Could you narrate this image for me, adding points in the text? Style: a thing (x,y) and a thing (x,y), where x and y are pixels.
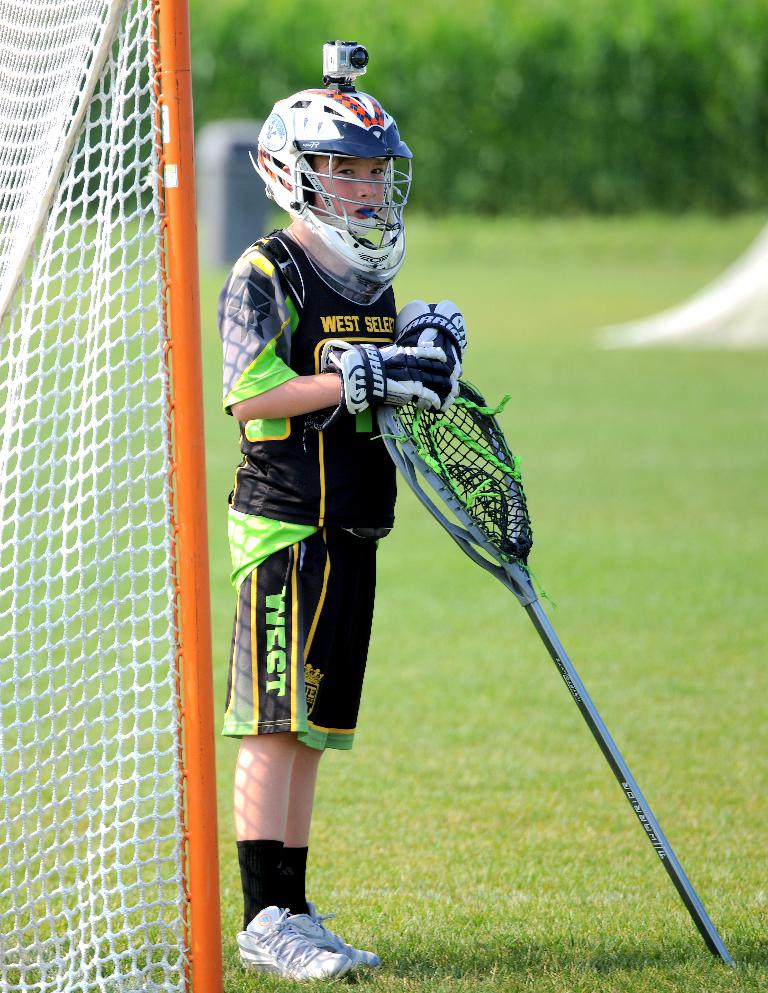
In the image there is a boy (264,751) standing beside a net (81,722) and the boy (286,312) is wearing complete game costume (392,294) and he is holding some object (479,413) with his hands (374,387) and the background of the boy (298,263) is blur.
